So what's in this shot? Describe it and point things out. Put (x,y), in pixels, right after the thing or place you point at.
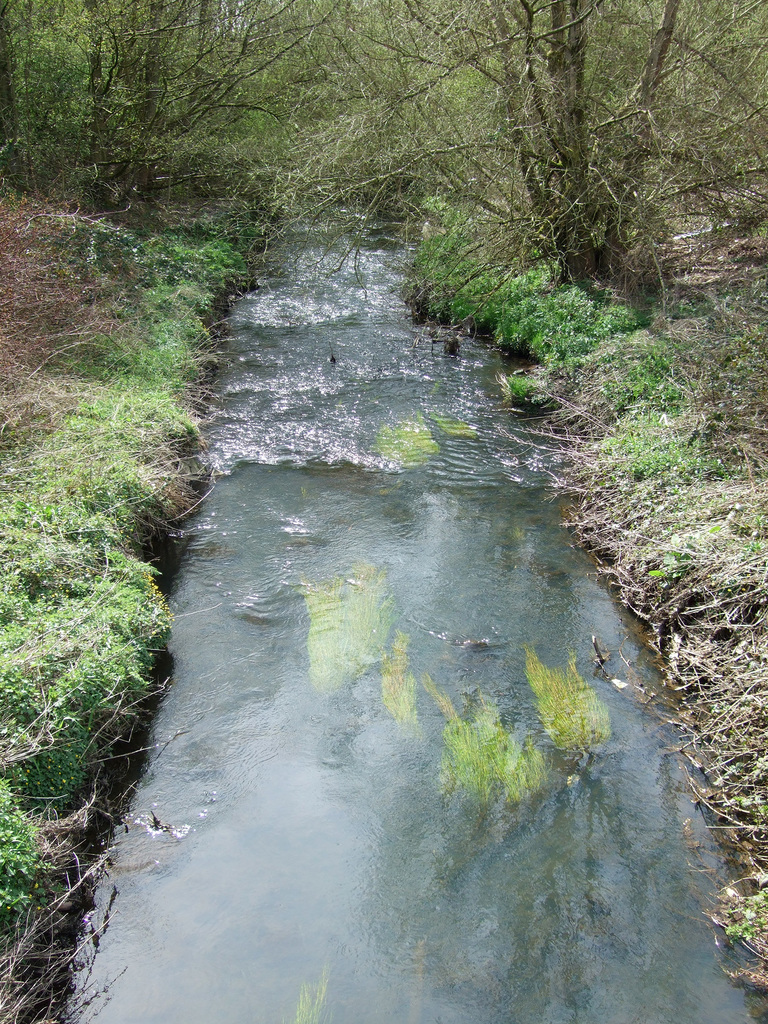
In the image there is a canal (294,663) in the middle (468,461) with plant (545,227) and grass (666,386) on either side of it on the land (247,261).
